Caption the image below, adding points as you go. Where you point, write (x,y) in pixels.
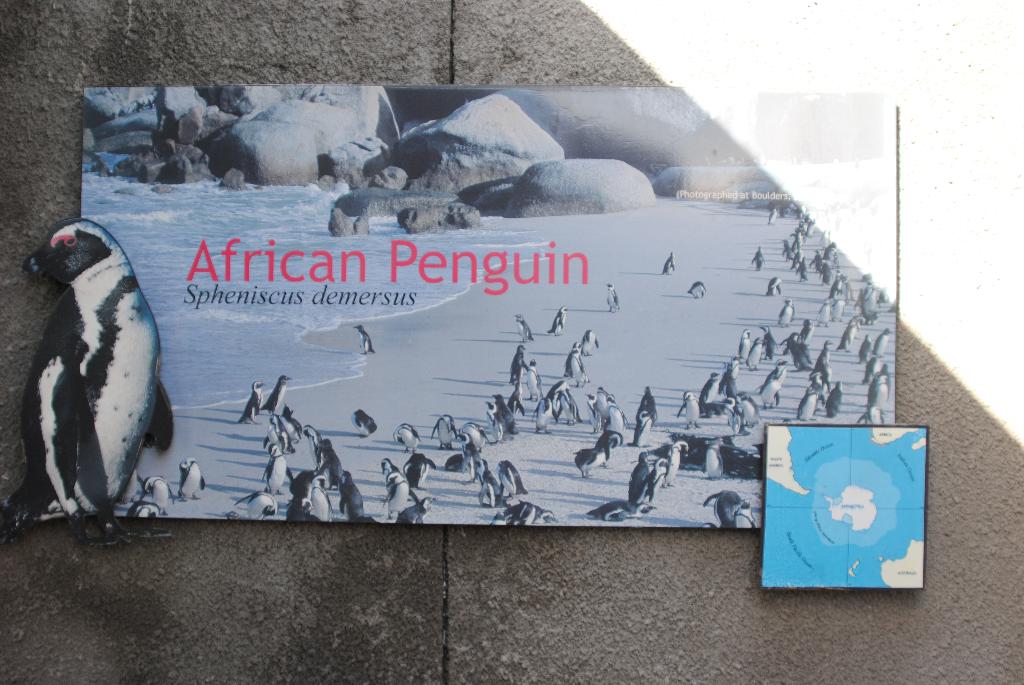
In this image I can see few penguins (556,411), water (295,351) and few rocks (485,161) on the board (732,482). I can see a blue and white color board (784,486) is attached to the wall (610,633).
